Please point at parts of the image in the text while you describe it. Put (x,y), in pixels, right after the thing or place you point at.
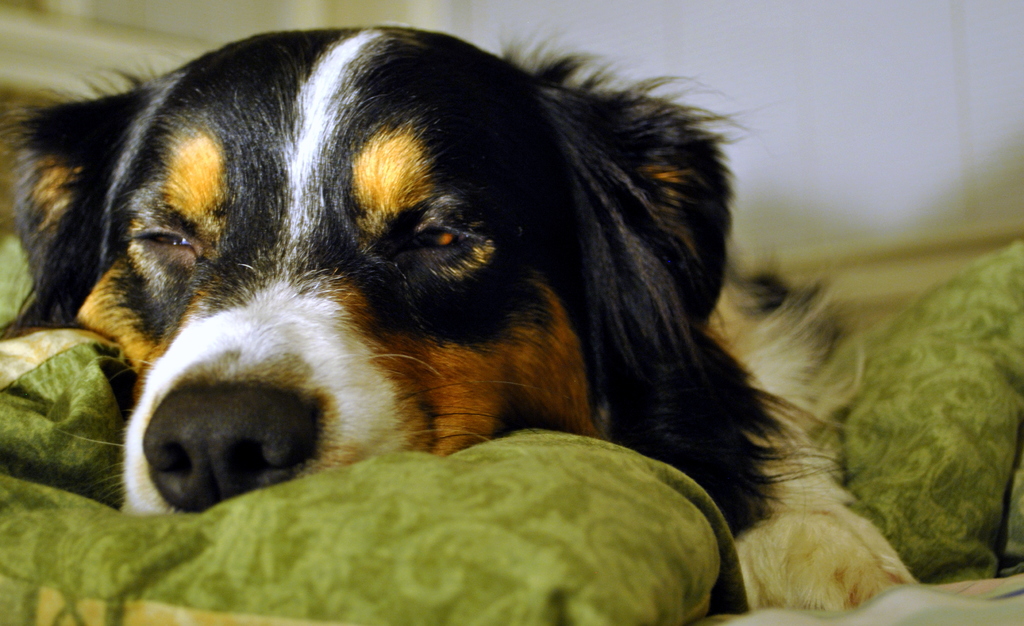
In the picture we can see a dog (169,376) sleeping on the pillows (1003,330) which are green in color, the dog (282,151) is black in color with some white and brown in color on it, in the background (750,160) we can see the wall (910,194).
